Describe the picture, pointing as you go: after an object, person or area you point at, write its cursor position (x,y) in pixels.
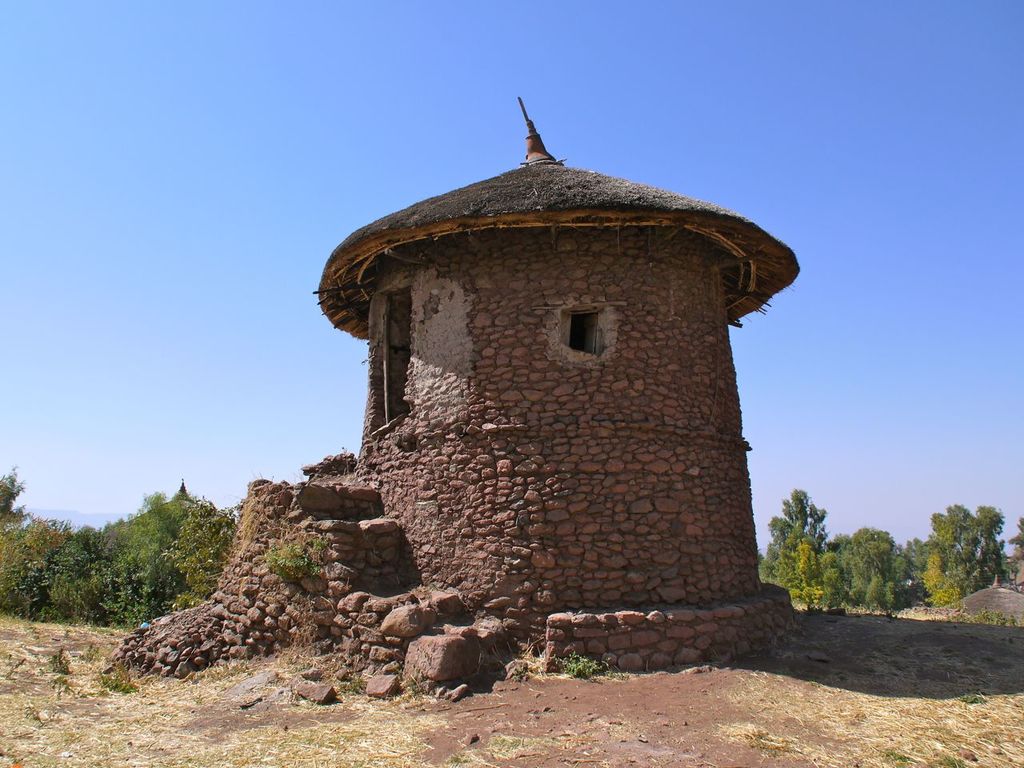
In the center of the image (548,507) there is a stone house (467,503). In the background (74,587) there are trees (966,550) and sky (343,221).
